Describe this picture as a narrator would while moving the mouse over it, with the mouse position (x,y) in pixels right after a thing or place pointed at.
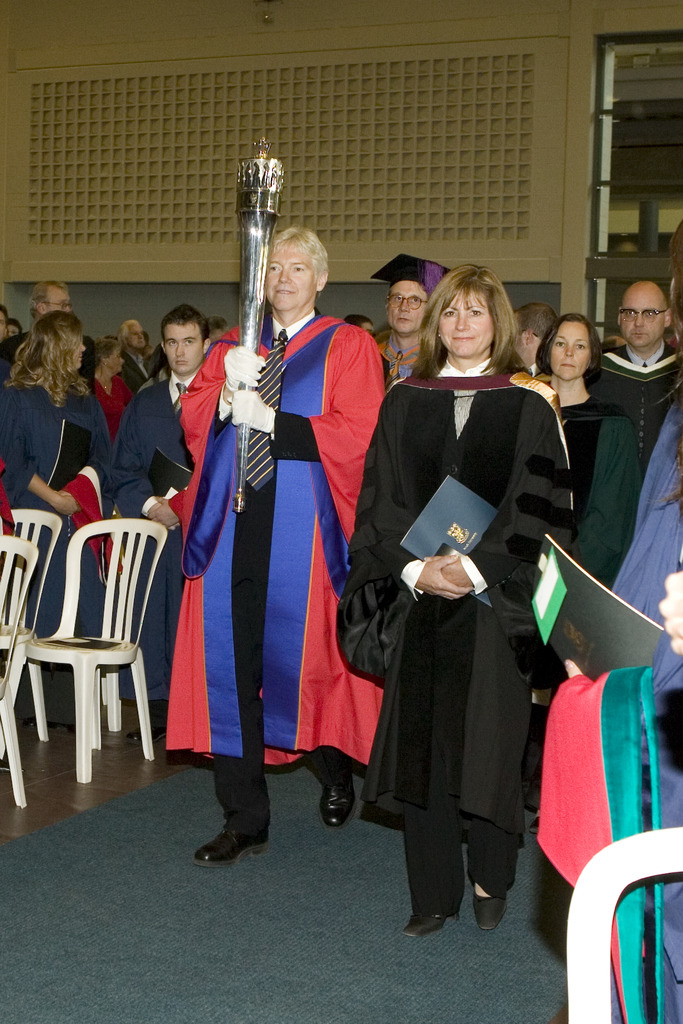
In this picture there is a woman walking with a folder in her hand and there are some people (292,430) walking along with her. In the background (89,416) some of them was standing. We can observe a wall (152,141) here.
